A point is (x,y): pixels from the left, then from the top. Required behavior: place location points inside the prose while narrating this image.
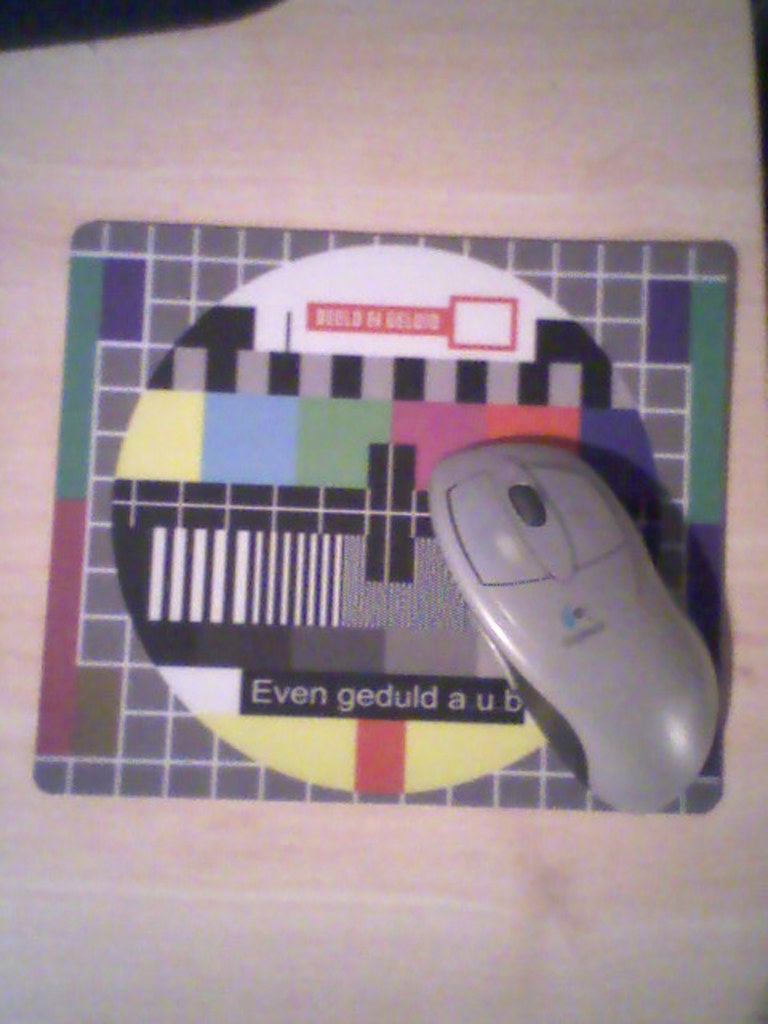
There is a mouse (449,503) on a mouse pad (329,504).
